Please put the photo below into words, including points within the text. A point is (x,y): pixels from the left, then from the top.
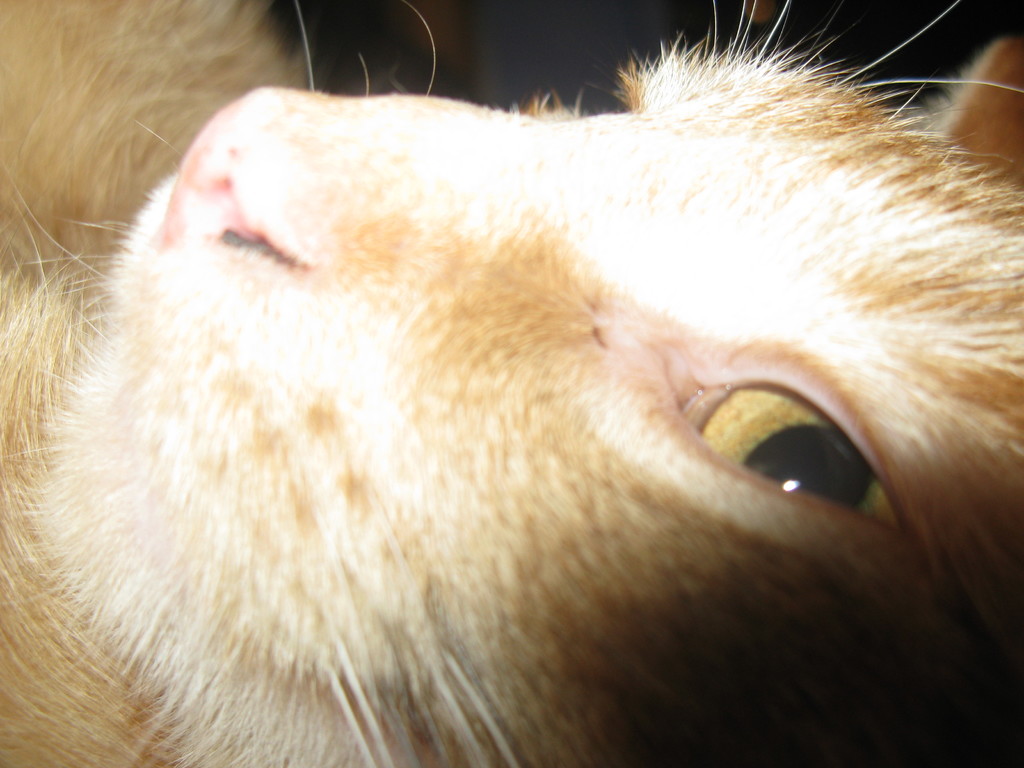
It looks like a cat (212,337), in the right side (771,458) it is the eye (741,387).
